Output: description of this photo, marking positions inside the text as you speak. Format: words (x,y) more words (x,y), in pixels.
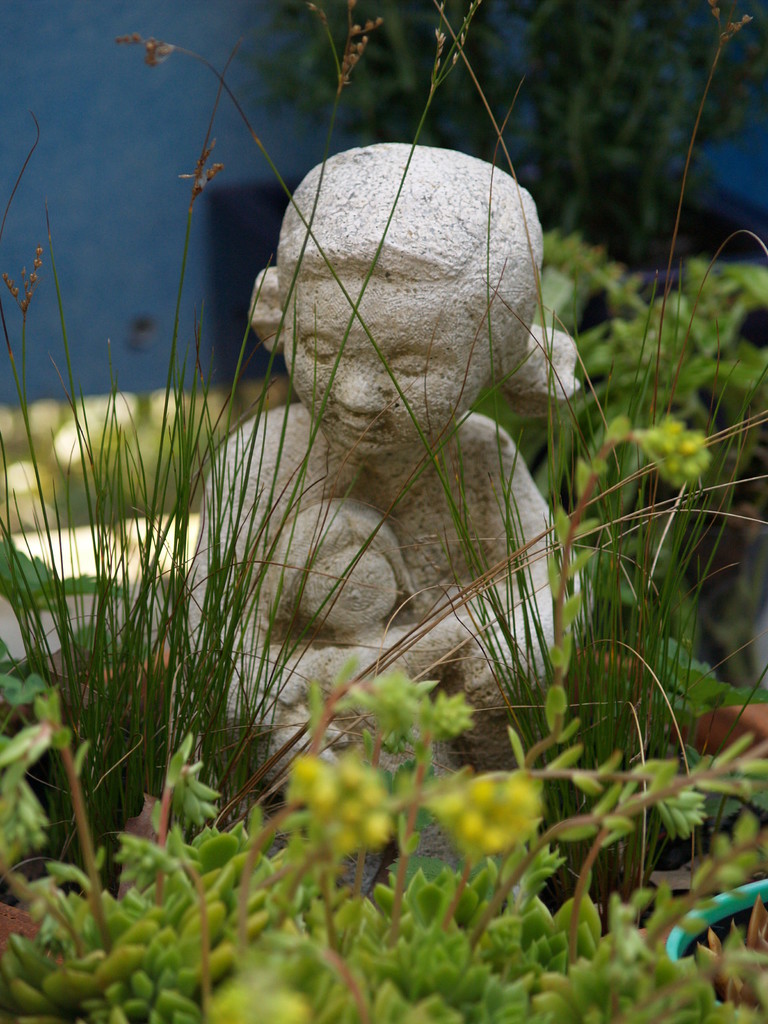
At the bottom of the picture (343,914), we see the plants (228,834) and the grass (166,719). In the middle of the picture (499,487), we see the stone carved statue (457,284). In the background (595,347), we see the plants (578,206) and the trees (576,177). We even see the wall (140,220) in blue color.
